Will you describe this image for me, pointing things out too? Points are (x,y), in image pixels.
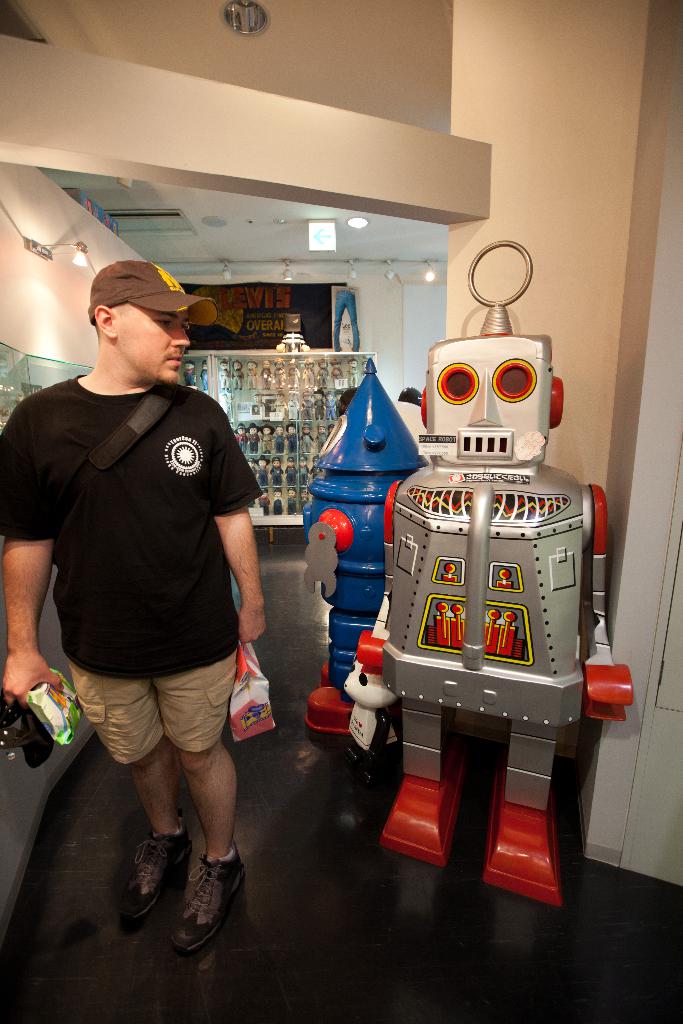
On the right of this picture (533,496) we can see a metal object (510,654) seems to be a robot (510,645). On the left (150,446) there is a man (170,514) wearing black color t-shirt (138,520), cap (129,291), holding some objects (44,754) and standing on the floor (330,853). In the background (569,111) we can see the pillar (561,68), wall (416,309), roof (227,198), ceiling lights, blue color object (352,536) placed on the ground (305,607) and we can see a wall mounted lamp (80,248) and cabinets (296,417) containing many number of objects (288,417) and we can see some other objects (344,322) in the background (250,325).
